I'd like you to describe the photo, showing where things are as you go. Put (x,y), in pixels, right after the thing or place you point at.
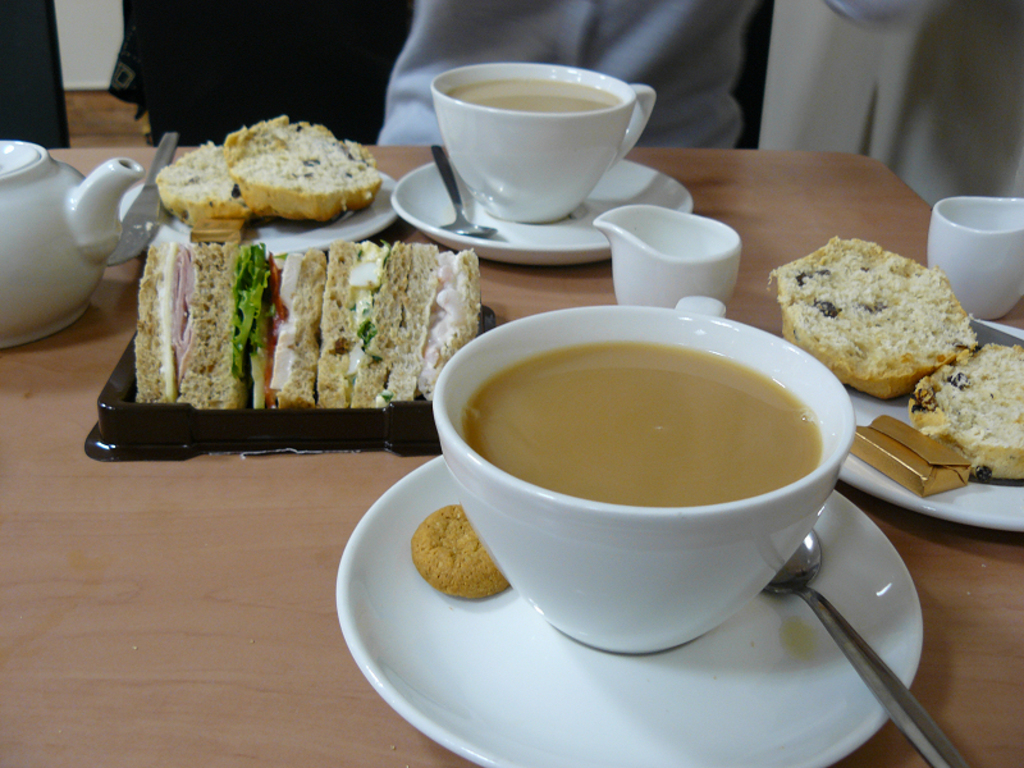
In this image I see the brown color surface (818,179) on which there are 2 cups (565,198) and 2 saucers (468,712) and I see 2 plates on which there is food (821,302) which is of white and cream in color and I see food (286,328) on this black color thing (159,425) and I see 2 spoons (818,553) and I see a kettle (83,216) over here.
